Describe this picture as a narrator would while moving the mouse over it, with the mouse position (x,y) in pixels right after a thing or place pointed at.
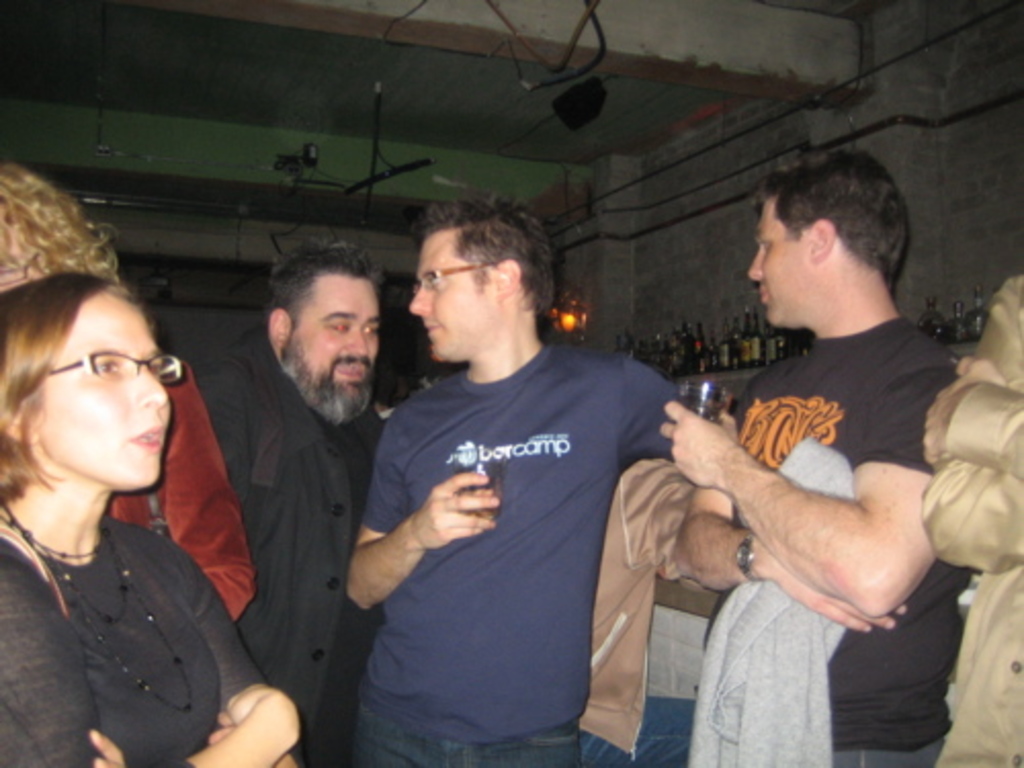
In this image we can see people (162,595) standing and some of them are holding glasses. In the background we can see bottles (744,363) placed on the stand (710,372) and there is a wall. We can see pipes (952,122).
